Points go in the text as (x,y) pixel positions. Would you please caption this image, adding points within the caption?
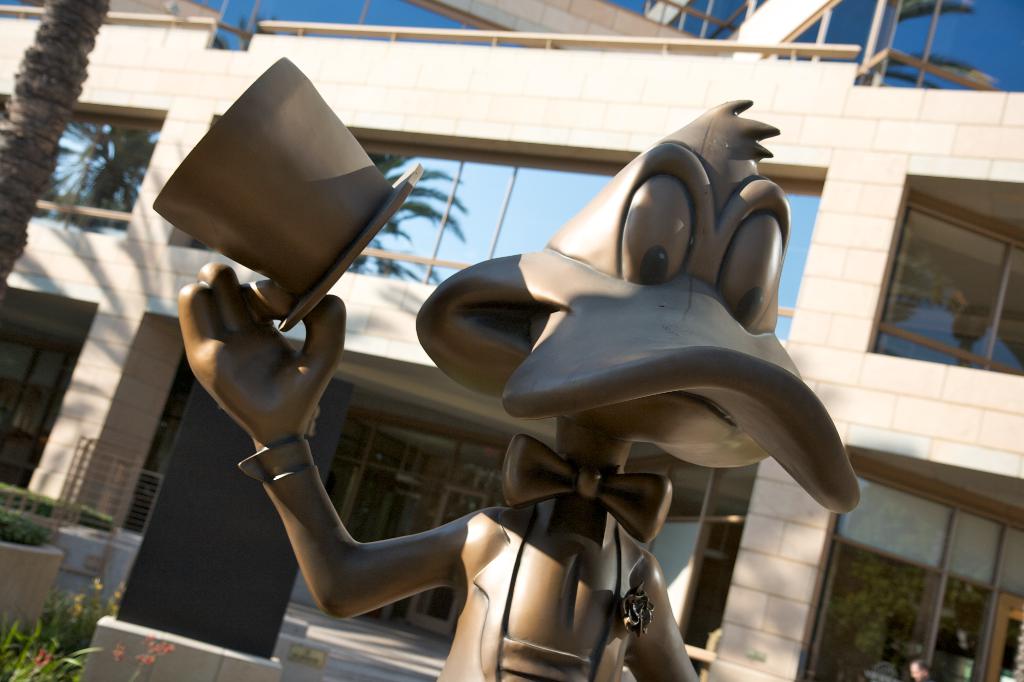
In this image we can see a sculpture (306,498), buildings (375,515) and plants (70,636).
